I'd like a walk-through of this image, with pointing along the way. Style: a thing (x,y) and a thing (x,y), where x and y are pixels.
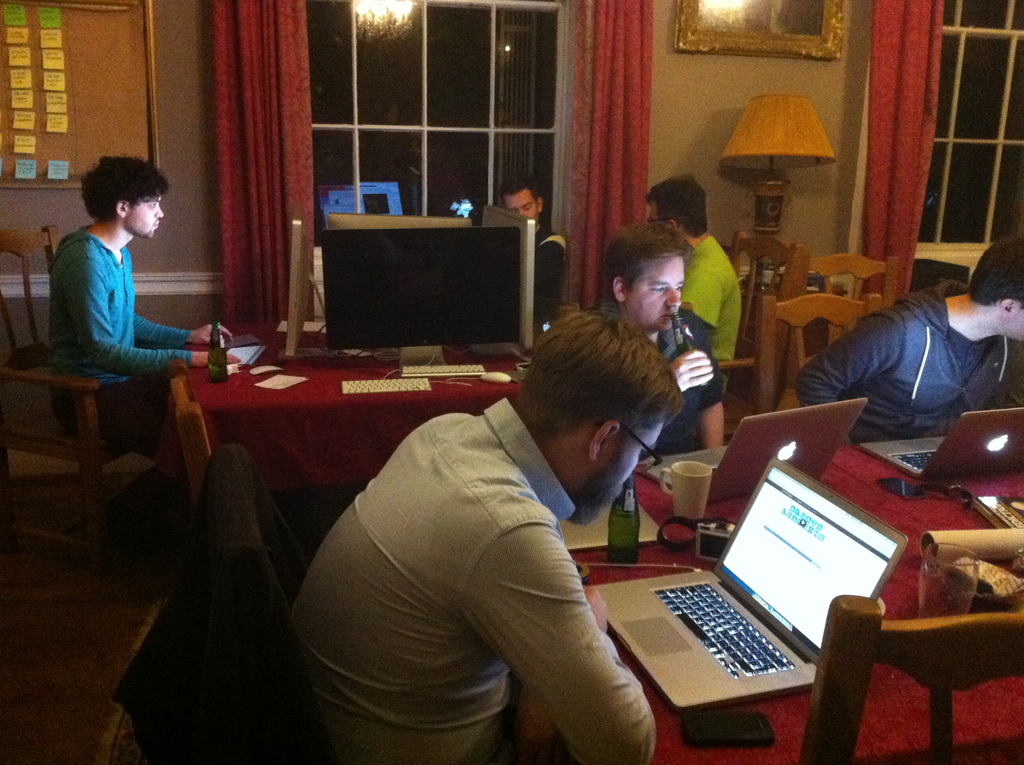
In this image I can see a group of people (155,351) are sitting on a chair (82,419) in front of a table (406,403). On the table (868,722) I can see there is a laptop (767,584) and other objects (390,379) on it.
